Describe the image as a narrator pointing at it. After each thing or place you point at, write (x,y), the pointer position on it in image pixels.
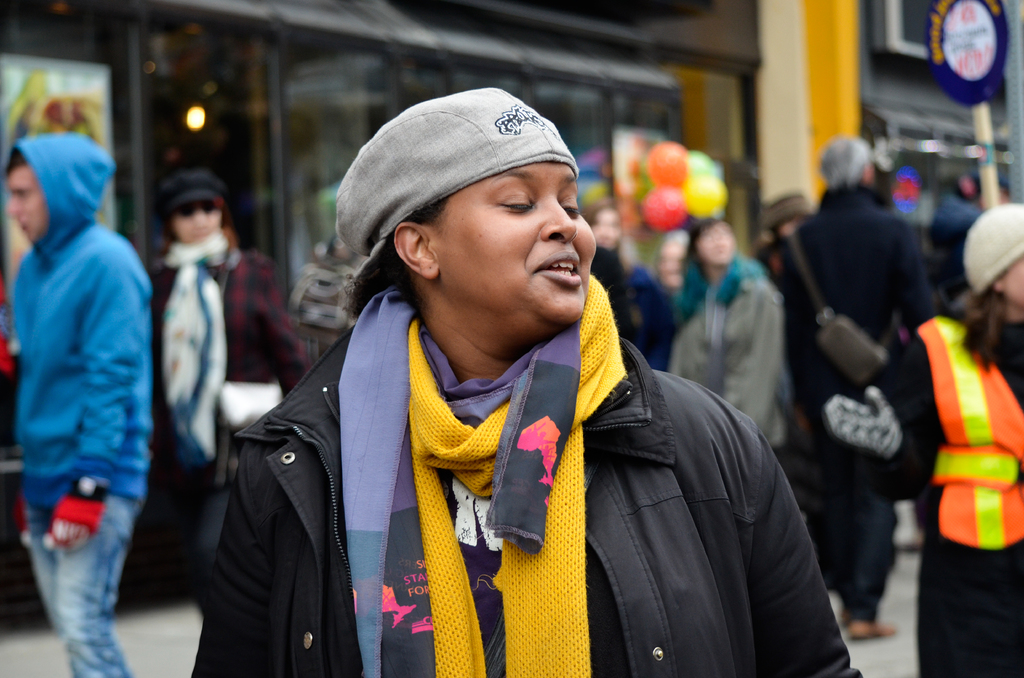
In the center of the image (656,393) there is a woman (618,490) wearing a jacket (607,426). In the background of the image (879,237) there are people (173,260). There is a building (613,87).
